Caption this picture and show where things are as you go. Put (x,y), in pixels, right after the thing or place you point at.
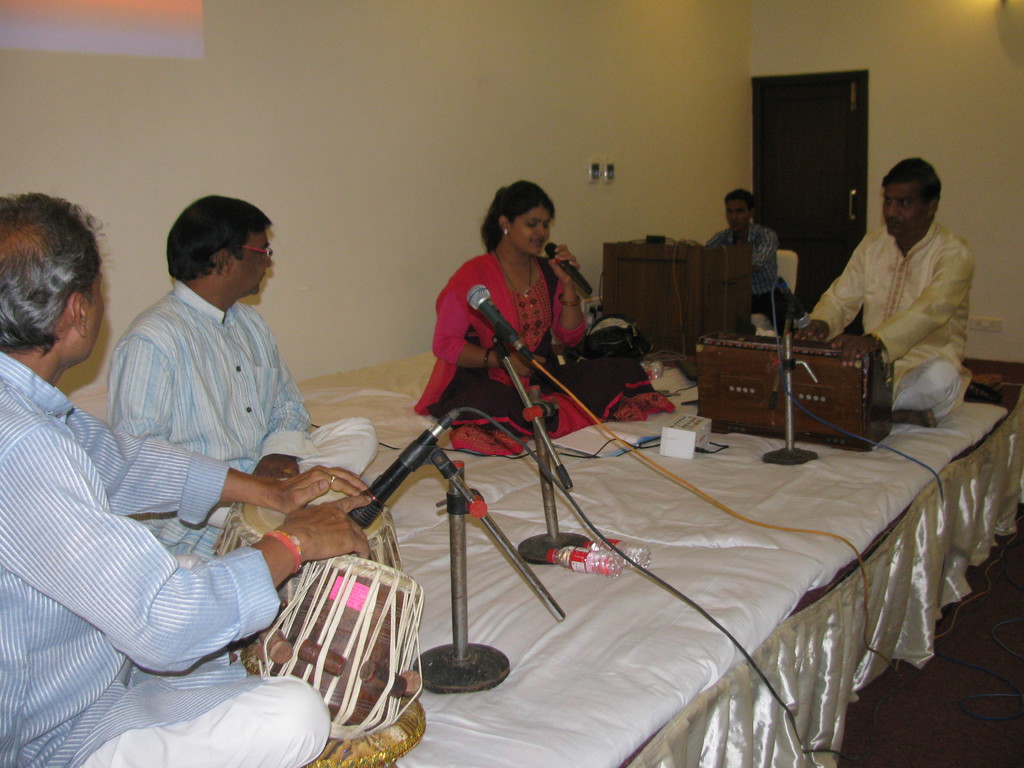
This picture is clicked inside the room (1015,732). In the center (547,317) we can see the group of persons (256,355) sitting and we can see the two persons (190,680) sitting and playing musical instruments (763,371) and we can see the microphones (430,441) attached to the metal stands (524,407) and we can see a woman (516,264) sitting, holding a microphone (569,275) and seems to be singing. In the background (627,174) we can see the wall (720,112), door (754,158), a person (760,276) sitting on the chair (787,273) and a wooden object (681,257) and some other objects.
